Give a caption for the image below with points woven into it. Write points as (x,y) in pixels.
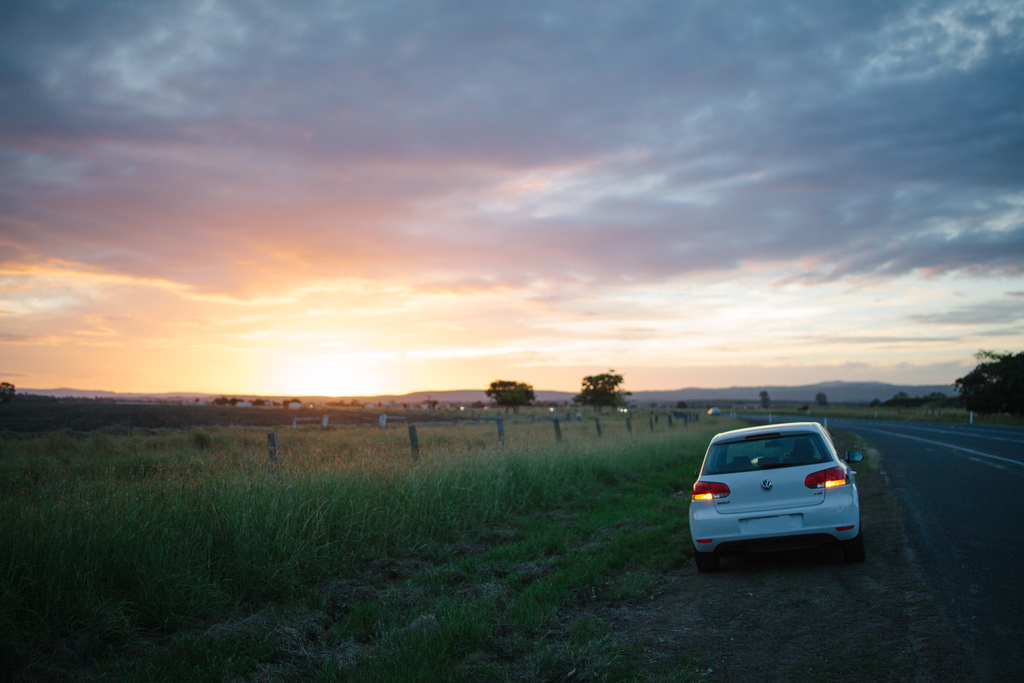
In this image there is a white car (798,484) beside the road (954,481) in the left side (87,516) there is a grass (635,432) and fencing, there are trees (512,404) in the land (247,439) in the background (354,386) there is cloudy sky (545,348) with sunset (316,361).
